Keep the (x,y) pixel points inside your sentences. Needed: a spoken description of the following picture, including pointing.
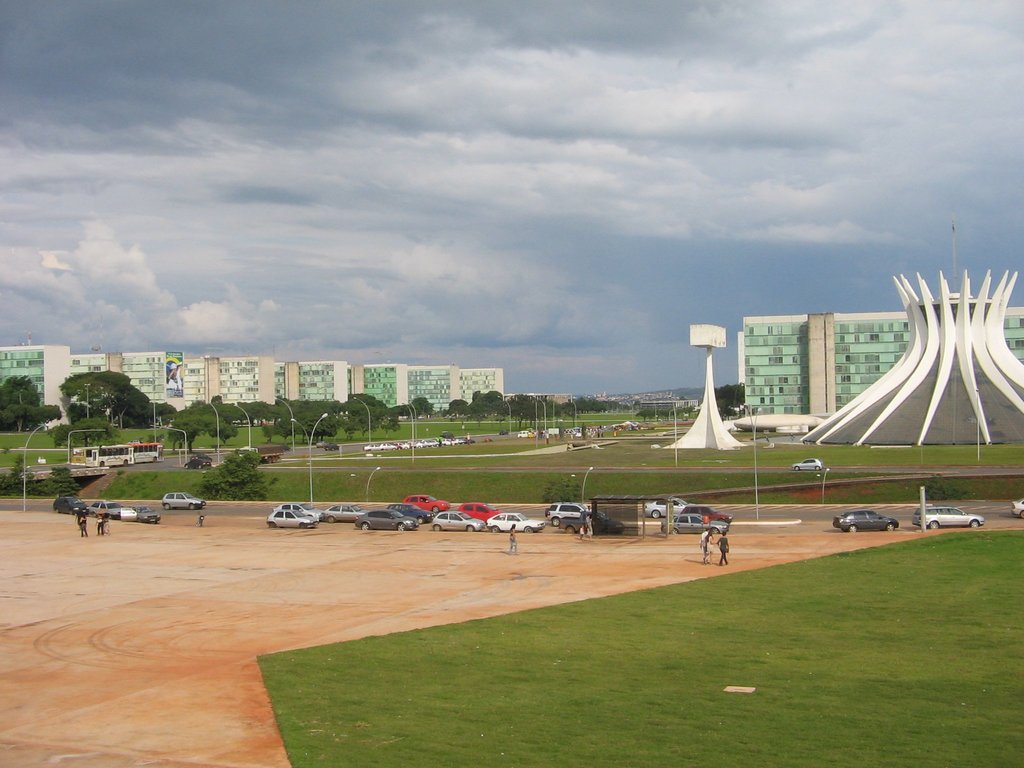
In this picture we can see vehicles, people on the ground (290,635), here we can see electric poles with lights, buildings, trees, grass (540,744) and some objects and we can see sky (555,148) in the background (538,173).
